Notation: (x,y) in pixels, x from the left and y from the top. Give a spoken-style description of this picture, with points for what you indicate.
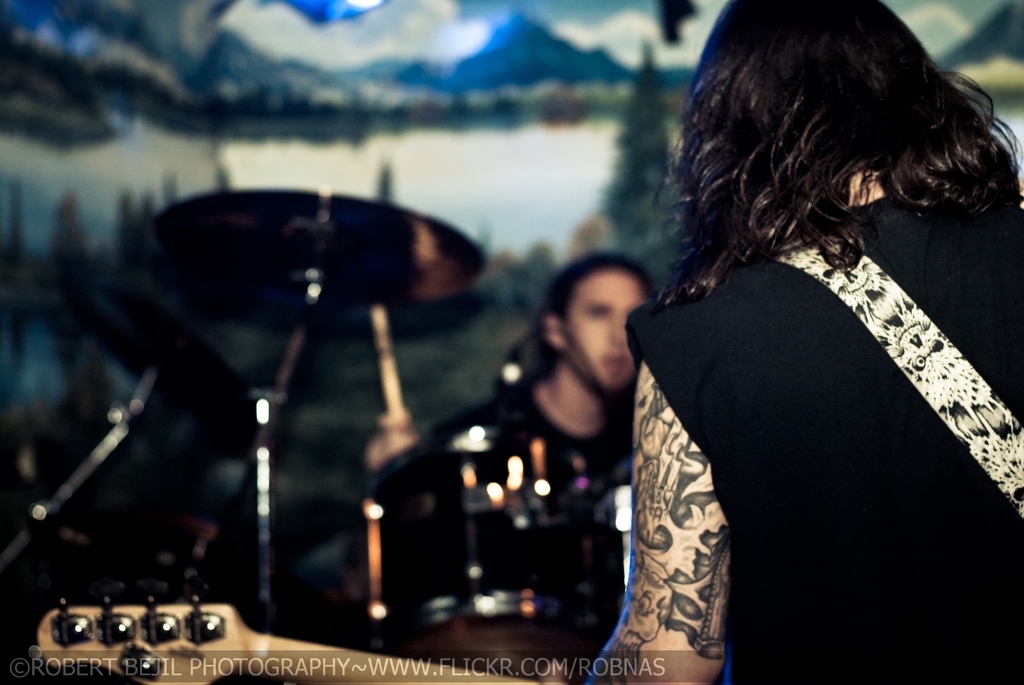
in the picture we can see a person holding guitar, here we can also see some musical instruments (518,485).
